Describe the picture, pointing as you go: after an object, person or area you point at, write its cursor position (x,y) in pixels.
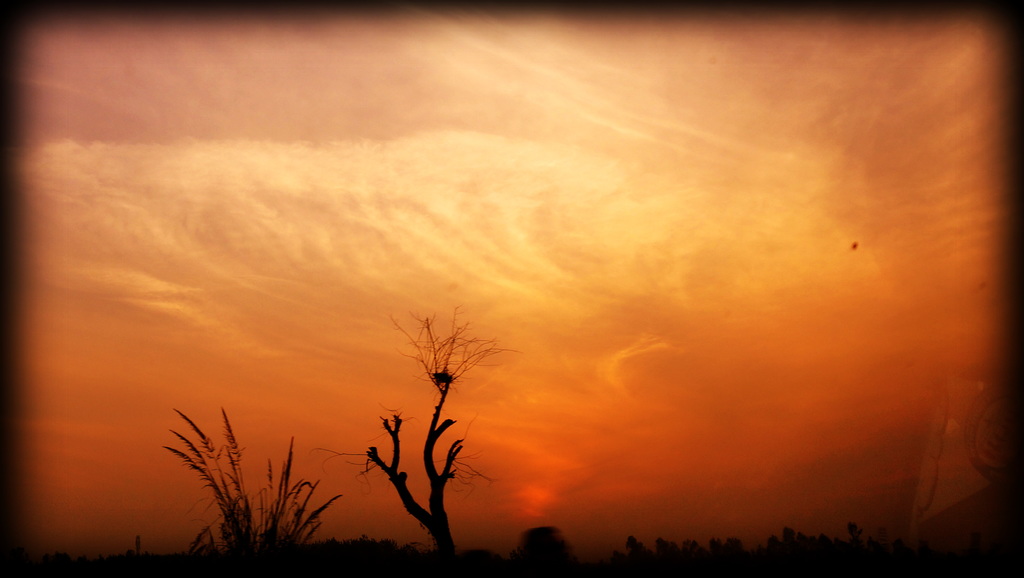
In this image at the bottom (229,493) we can see a bare tree (455,314), grass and plants (357,558). In the background (448,233) we can see clouds (413,161) in the sky (558,165). This image is edited with a frame (24,119).
